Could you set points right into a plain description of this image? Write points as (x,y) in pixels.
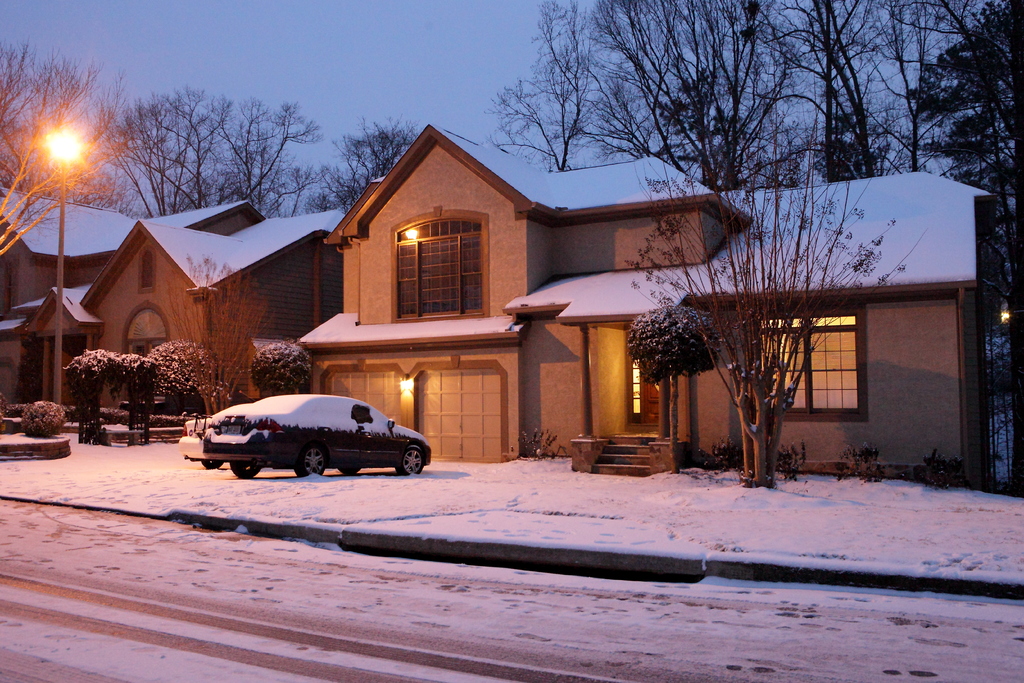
This image consists of a car (310,443) which is covered with snow (301,400). And there are houses (464,234) whose roofs (780,205) are covered with snow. At the bottom (280,639), there is a road (431,570). In the background (337,79), there are trees (852,74) along with sky (887,95).
